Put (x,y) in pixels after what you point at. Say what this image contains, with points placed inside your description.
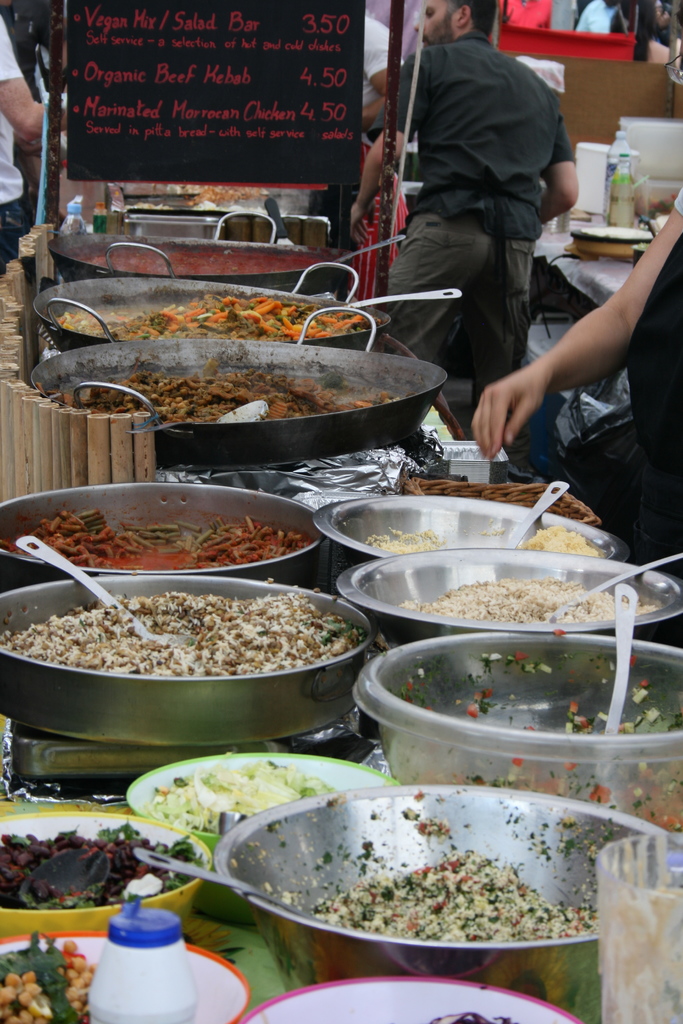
This image is taken outdoors. In the middle of the image (274,676) there are many utensils (194,680) with food items (394,547) on the table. There are three woks (248,438) with food items (217,389) on the stove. There is a wooden fence (24,344). There is a board (178,92) with a text (143,112) on it. A few people (11,154) are standing on the floor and there is another table (573,274) with a few things (631,245) on it.
